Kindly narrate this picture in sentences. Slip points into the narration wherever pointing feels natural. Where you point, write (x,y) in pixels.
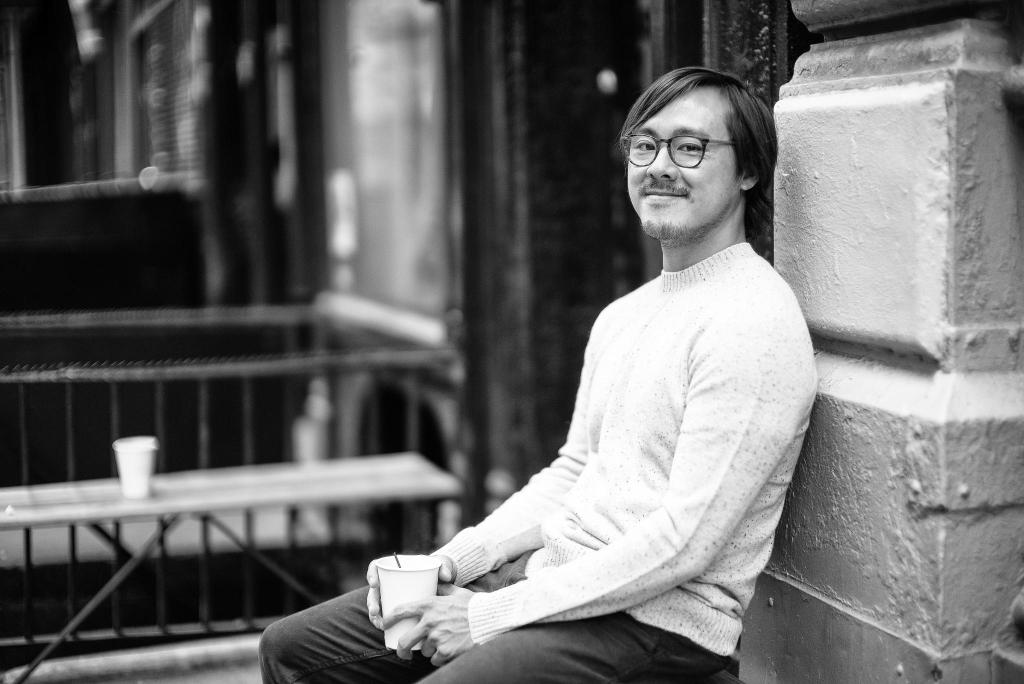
This is a black and white picture, in this image we can see a person (640,431) sitting and holding a cup (424,569), there is an another cup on the table (195,477), we can see a pillar (906,203), fence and the wall (468,208).
